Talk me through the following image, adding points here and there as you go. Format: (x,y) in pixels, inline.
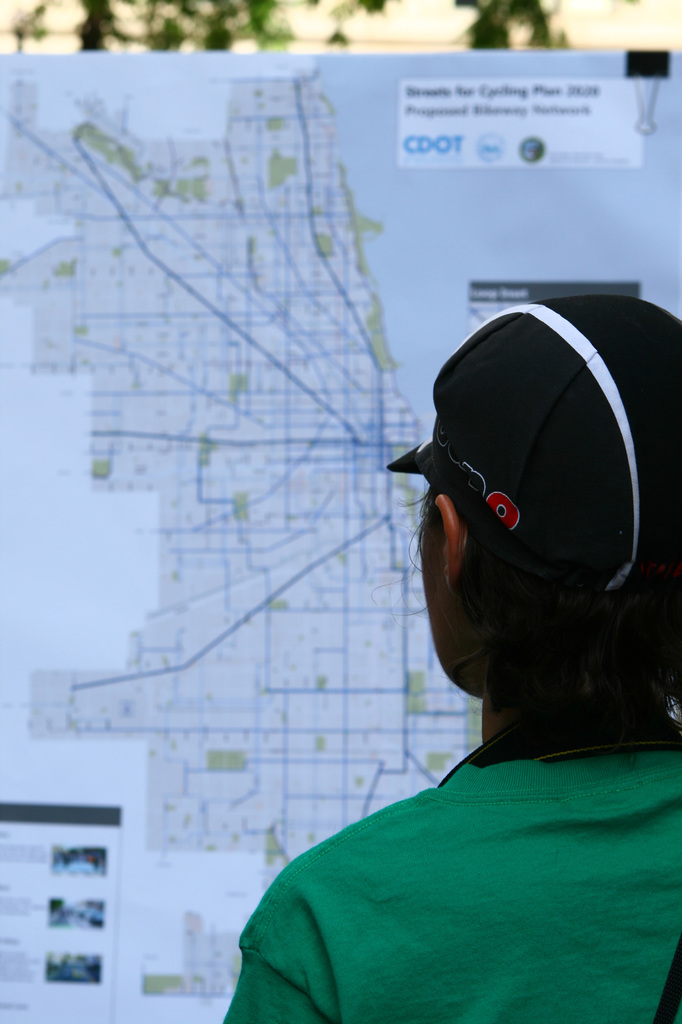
In this image we can see a person (528,600) wearing the black color cap (546,527). In the background (554,202) there is a board (563,218) with the map (254,515) and also the text (456,125). We can also see the trees (223,14) in the background (188,15).
